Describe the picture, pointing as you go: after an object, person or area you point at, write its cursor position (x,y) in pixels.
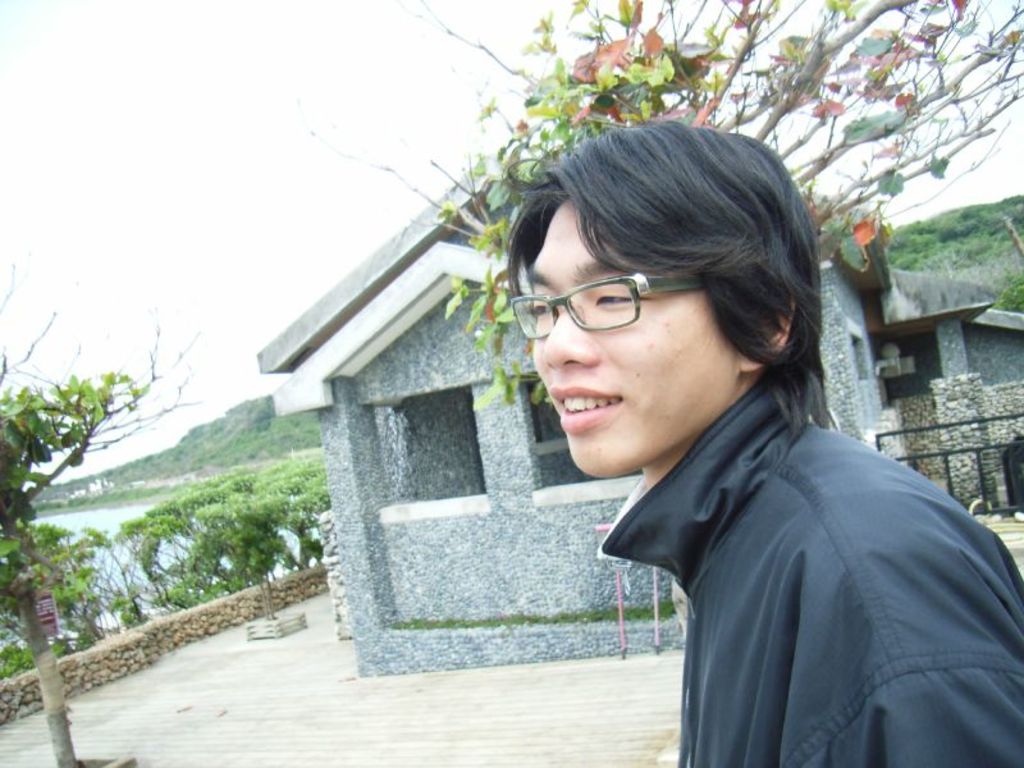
In the center of the image (658,367) there is a person (697,593). In the background (345,323) there is a building (389,295), trees (144,542), hill (221,442) and sky (163,271).
